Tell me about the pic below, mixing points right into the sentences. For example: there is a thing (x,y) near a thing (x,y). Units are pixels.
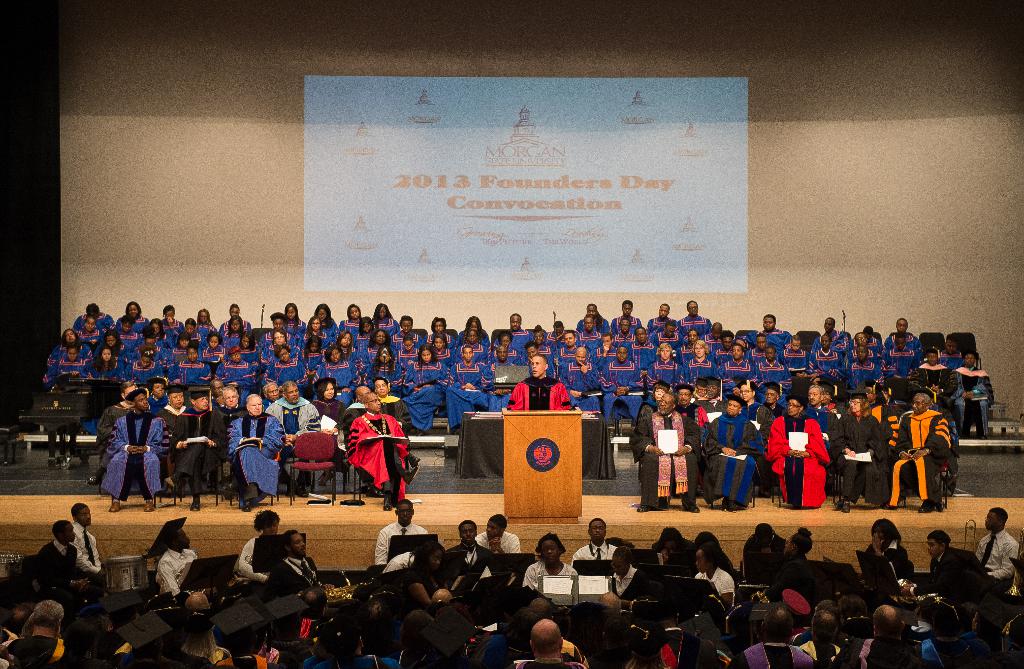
In this picture we can see there are groups of people (612,361) sitting on chairs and a man (538,382) is standing behind the podium (516,470). Behind the people (96,626) there is a screen (410,225).
